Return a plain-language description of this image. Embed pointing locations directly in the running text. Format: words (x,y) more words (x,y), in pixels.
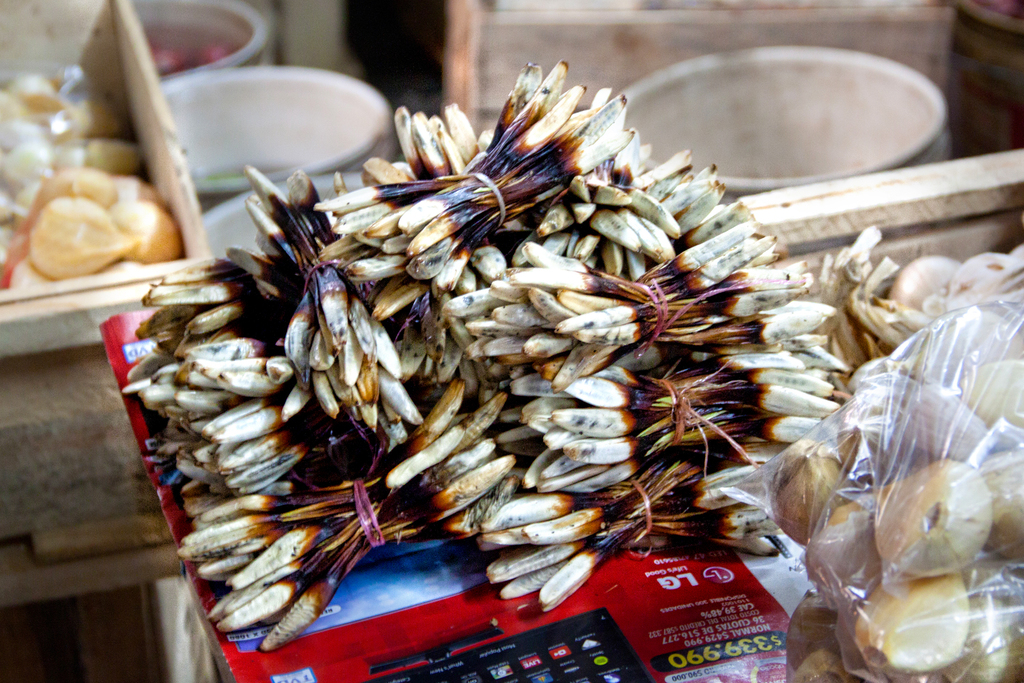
In the foreground of the picture (507,504) I can see the tied bundles (595,457) of plant pods (444,226). There are packed covers (872,494) on the bottom right side (930,580). These are looking like plastic bags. I can see a wooden basket (87,166) on the left side (47,146).
